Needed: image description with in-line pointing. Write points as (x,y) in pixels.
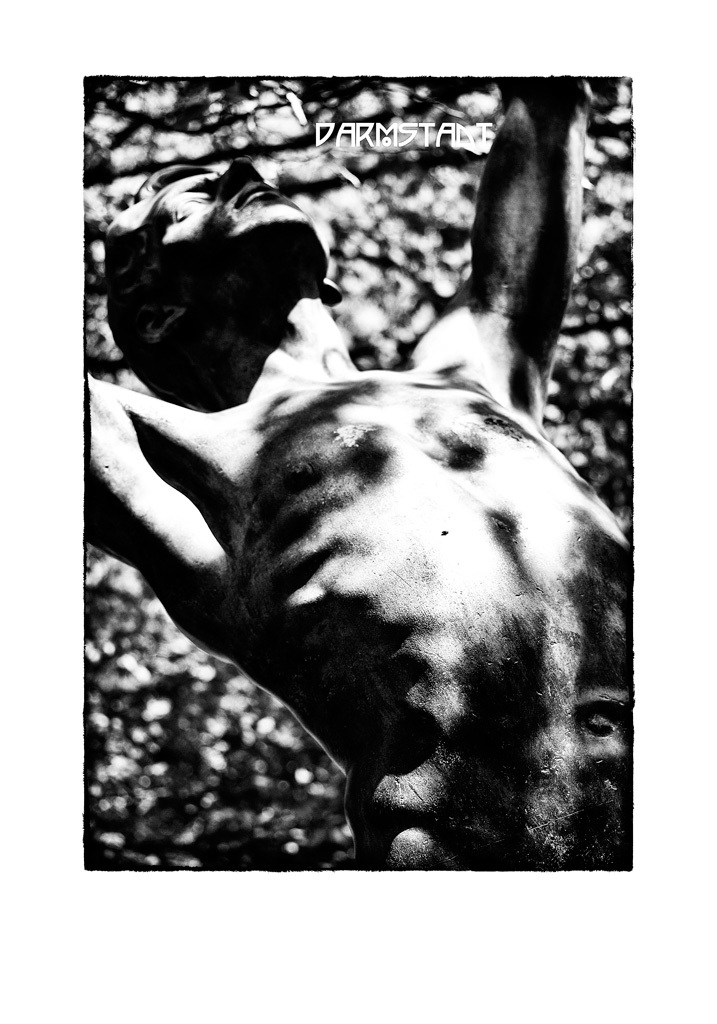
It looks like a black and white picture. We can see there is a statue (406,694) of a person (231,362) and on the image there is a watermark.
